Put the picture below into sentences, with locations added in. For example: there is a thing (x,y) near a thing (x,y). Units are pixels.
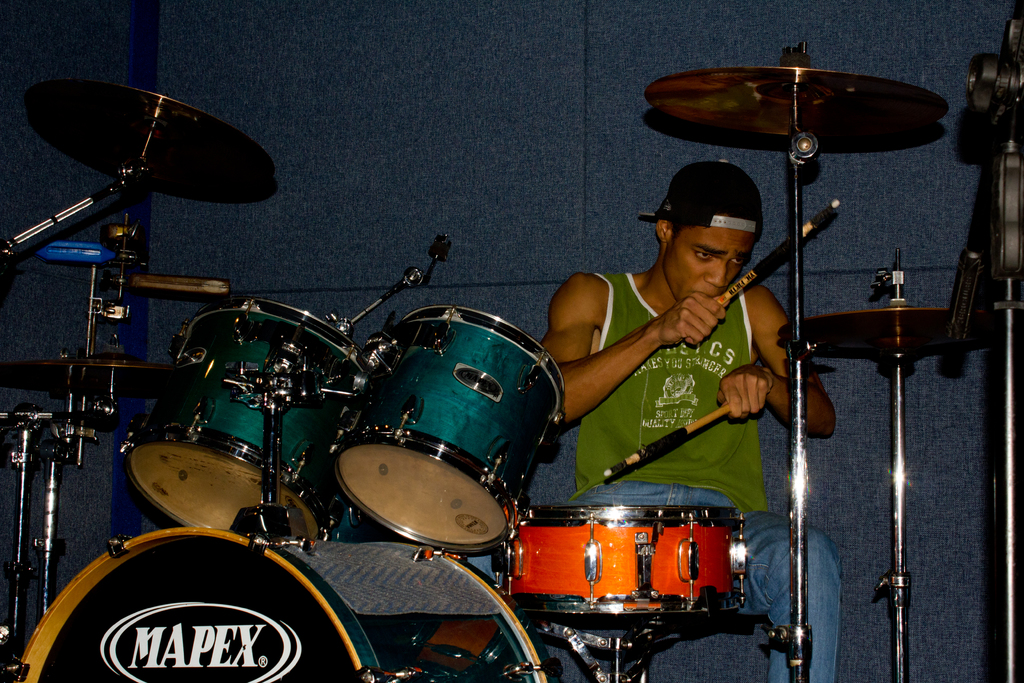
This picture shows man (713,378) seated and playing drums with sticks (627,463) in his hands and he wore a cap (709,210) on his head (719,230) and we see a wall (857,53) on the back (315,137). He wore a green sleeveless t-shirt (694,385) and a blue jeans (779,559).
